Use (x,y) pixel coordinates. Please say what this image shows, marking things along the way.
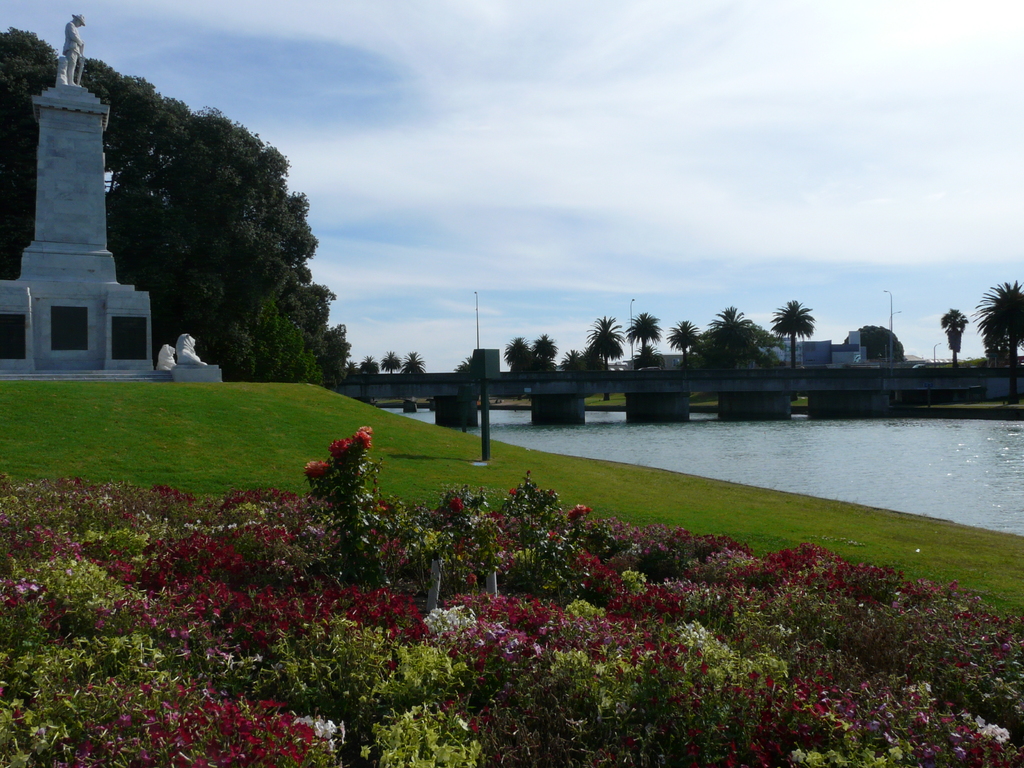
In the image in the center (401,475) we can see water (893,475), grass (138,410), plants (280,698), flowers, statues (66,321), trees (898,346), buildings (827,346), poles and bridge (386,375). In the background (319,104) we can see the sky (510,90) and clouds (510,90).
